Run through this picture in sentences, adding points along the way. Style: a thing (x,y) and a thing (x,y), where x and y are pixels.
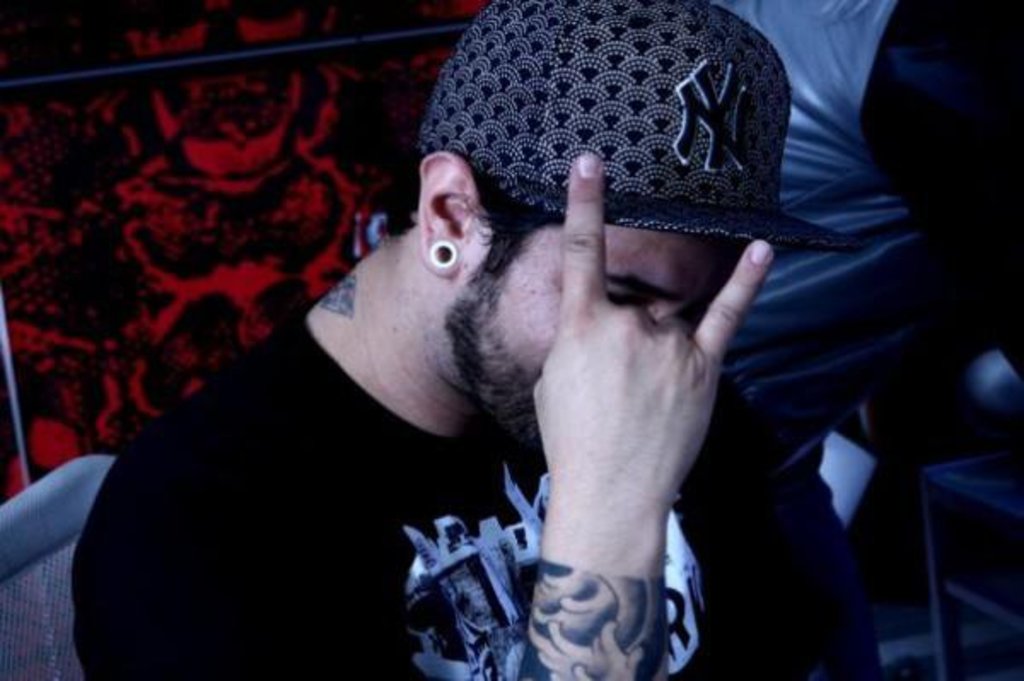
In this image there is a man (583,285) towards the bottom of the image (513,541), he is wearing a T-shirt (384,532), he is wearing a cap (631,179), there is a chair (32,562) towards the left of the image (35,507), there is an object (3,323) towards the left of the image (20,408), there are objects (952,470) towards the right of the image (971,479), there is an object (311,45) towards the top of the image (311,45), at the background of the image (210,150) there is an object (227,215), the object (227,215) is black and red in color.
